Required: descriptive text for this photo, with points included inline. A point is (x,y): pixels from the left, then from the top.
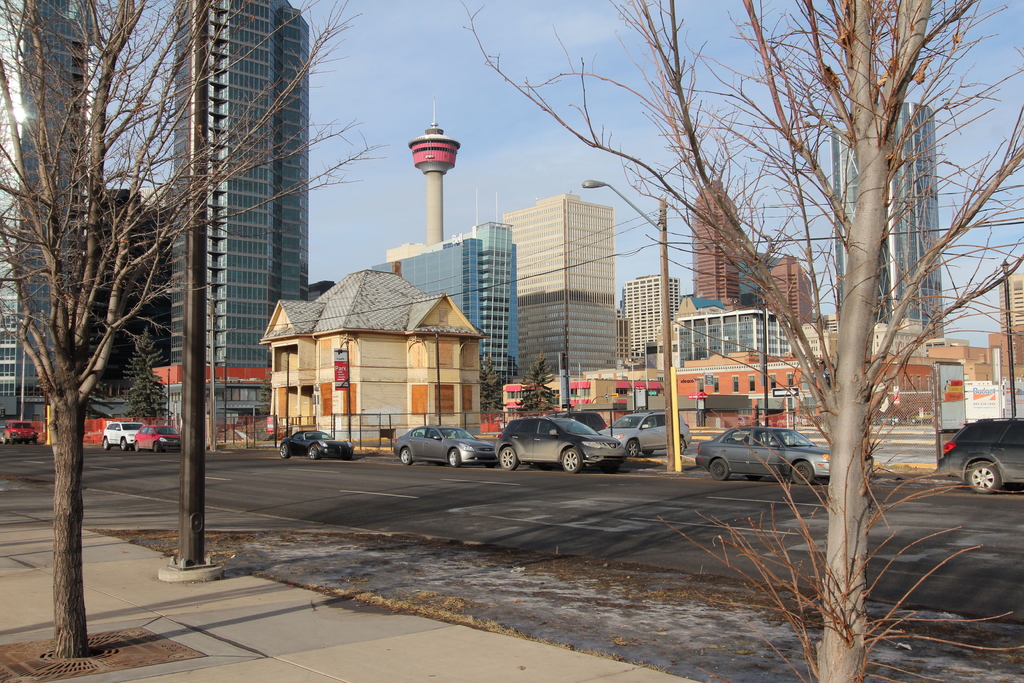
In the foreground of the picture (62,487) I can see the deciduous trees (45,263) on the side of the road (244,485). I can see the cars (178,436) on the road (783,507). In the background (647,322), I can see the tower buildings (749,344). I can see a light pole (767,359) on the side of the road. There are clouds (541,14) in the sky (578,79).
